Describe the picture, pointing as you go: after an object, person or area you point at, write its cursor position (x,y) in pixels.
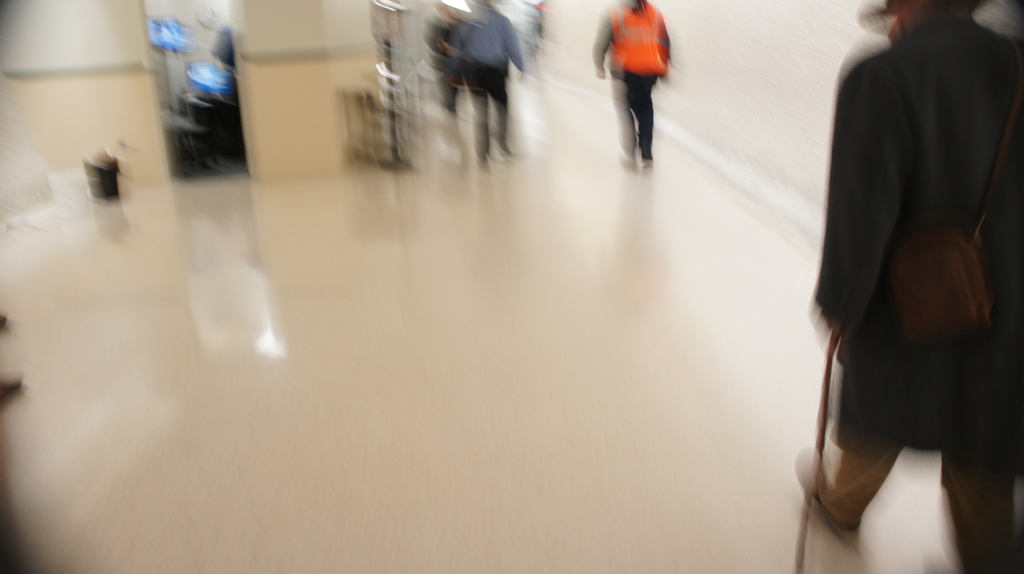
In this image we can see a few people (642,144) in a room (542,196), and the picture is blurred.
